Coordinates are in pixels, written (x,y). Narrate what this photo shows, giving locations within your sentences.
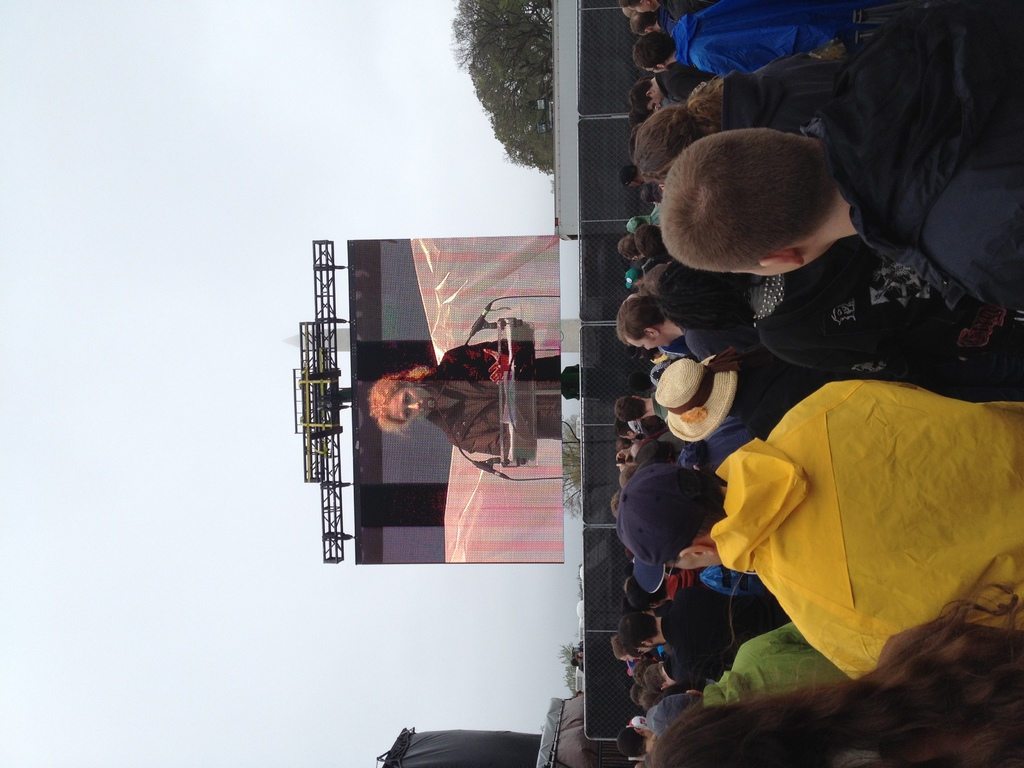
This image is taken outdoors. On the left side of the image (132,403) there is the sky (165,156). On the right side of the image (748,343) there are many people (679,340). In the middle of the image (575,468) there are two trees (527,94). There is a dais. There is a screen (439,446) and there are many iron bars (343,517).
